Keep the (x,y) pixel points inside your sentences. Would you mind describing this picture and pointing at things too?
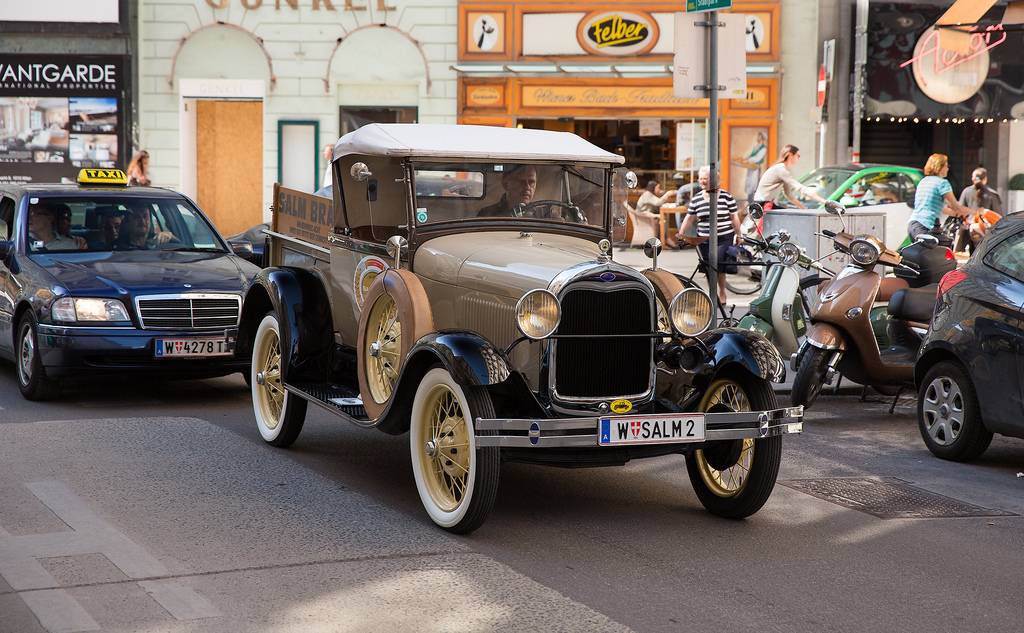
In this image, we can see few people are riding vehicles (604,364) on the road (496,630). On the right side (1003,341), we can see few vehicles (787,311). Background (950,207) we can see few people (799,191), vehicles (815,182), walls (407,86), banners (14,146), poles (863,90), sign boards (689,69), hoardings (573,30), shop (749,78), and few objects (211,131).
